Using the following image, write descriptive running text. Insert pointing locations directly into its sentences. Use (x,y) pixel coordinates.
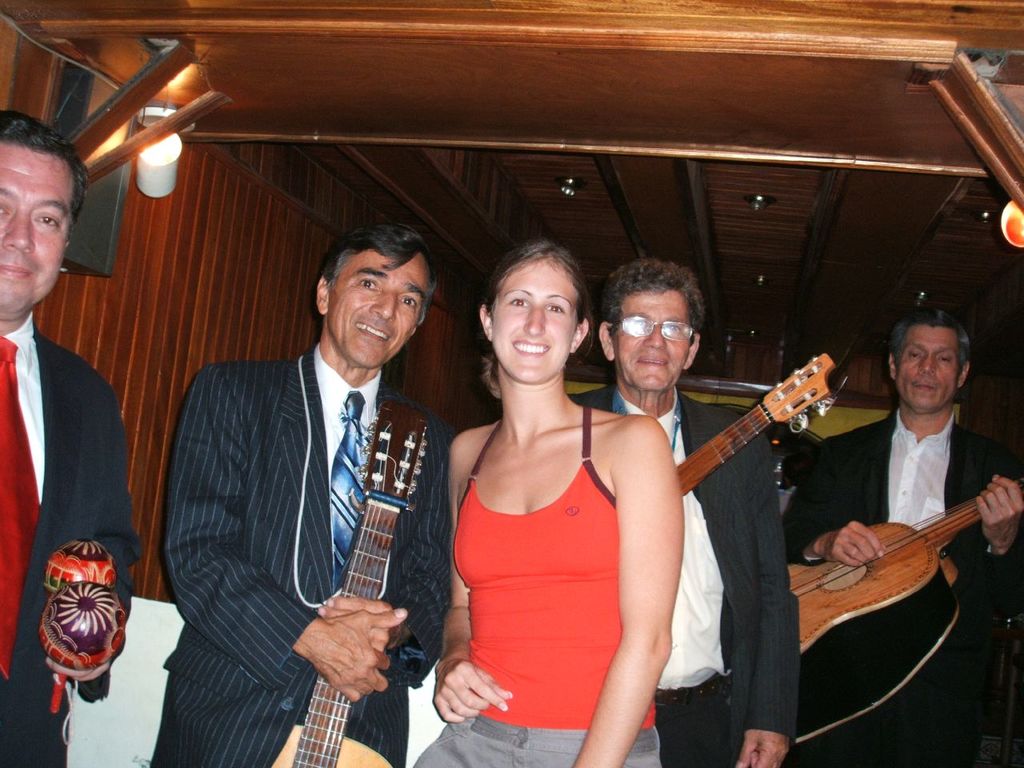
In this picture we can see all the persons (413,680) standing and giving a pose to a camera and smiling. We can see men (694,548) holding guitars (954,590) in their hands (861,532).
